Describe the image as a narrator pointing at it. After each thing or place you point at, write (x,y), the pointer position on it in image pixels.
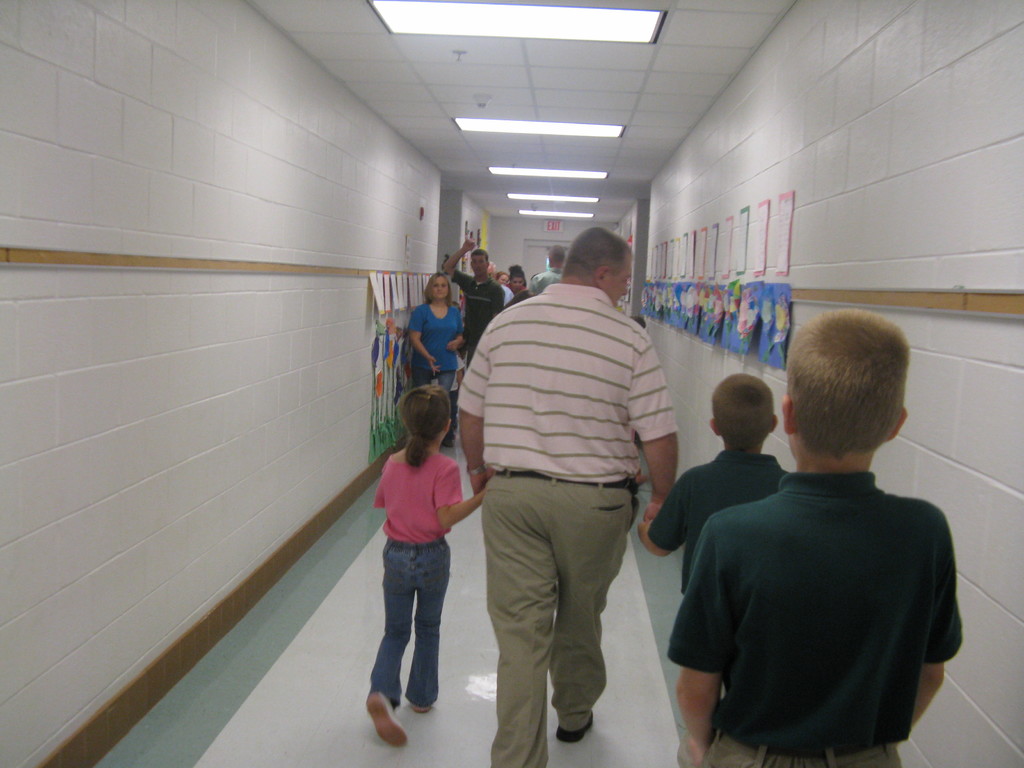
The image is taken inside the building (330,632). In the center of the image (501,503) we can see people (587,489) walking. At the top (405,22) there are lights (419,30). In the background (776,295) there are papers (737,288) placed on the wall (331,393).
